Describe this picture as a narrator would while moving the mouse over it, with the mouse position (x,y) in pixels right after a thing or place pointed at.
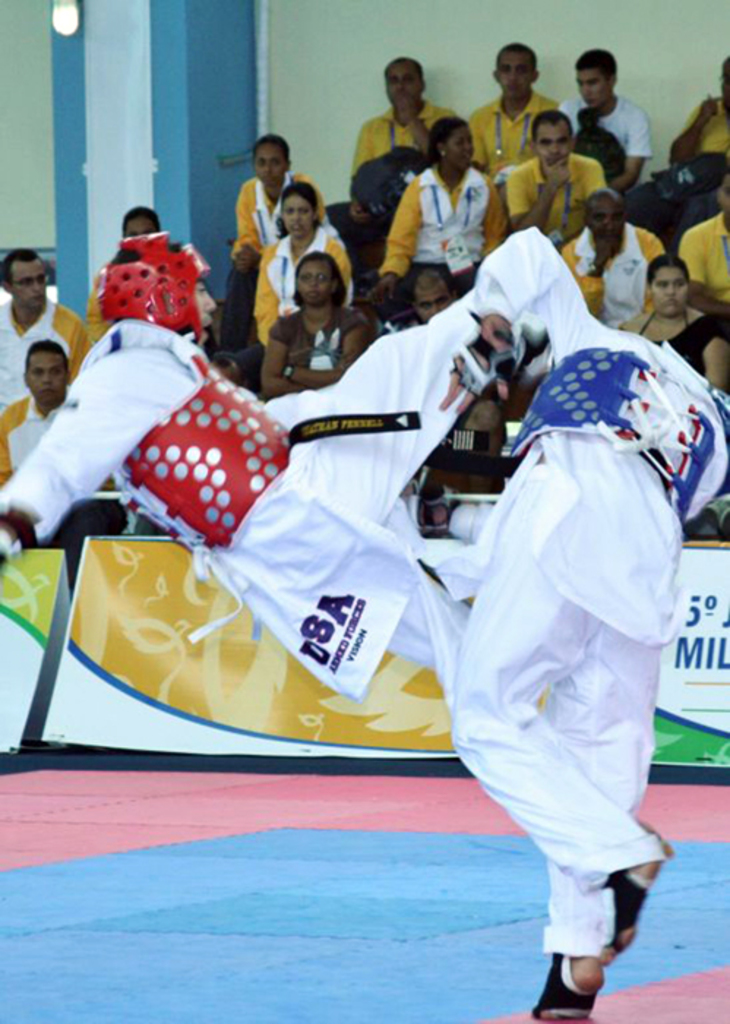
In this picture I can see two persons (365,527) are fighting, they are wearing different costume (301,460), behind we can see some people (496,242) are sitting on the chairs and watching and also we can see some boards (724,669).
